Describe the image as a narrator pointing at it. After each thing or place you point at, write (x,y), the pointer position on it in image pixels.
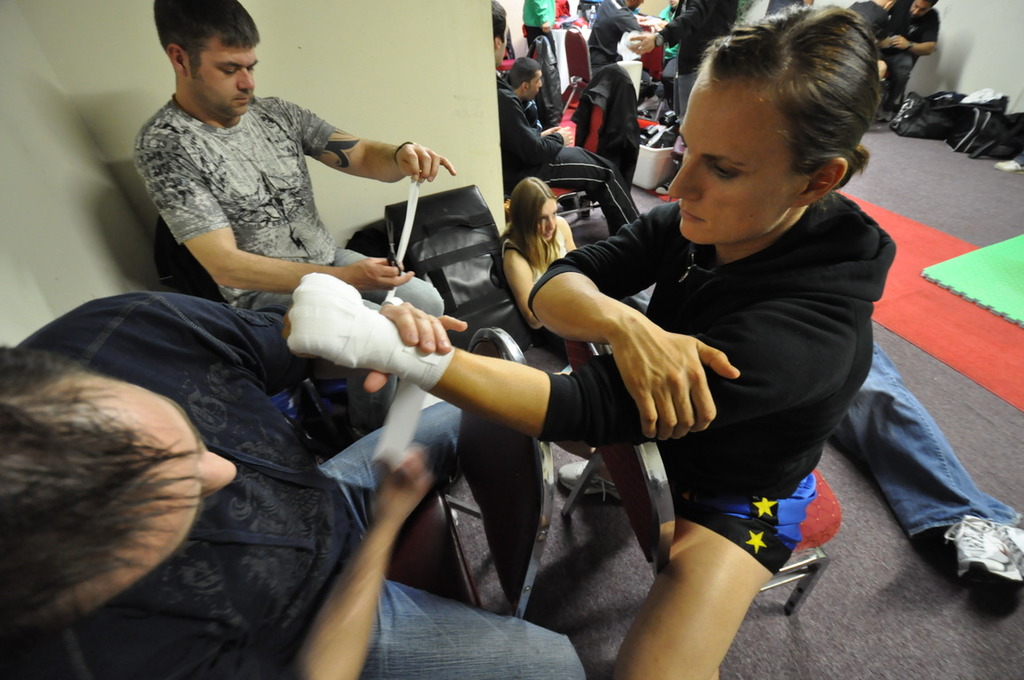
In the foreground of this image (389,482), there is a man (259,581) sitting on the chair (446,575) holding bandage (395,436) and there is a woman (748,477) sitting on the chair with a bandage (411,350) to her hand (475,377). In the background (268,158), there is a man (271,177) sitting on the chair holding scissors (394,259) and bandage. In the background (610,104), there are persons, chairs (595,115), bags (1006,129) and a red carpet (977,340) on the ground (919,379).
